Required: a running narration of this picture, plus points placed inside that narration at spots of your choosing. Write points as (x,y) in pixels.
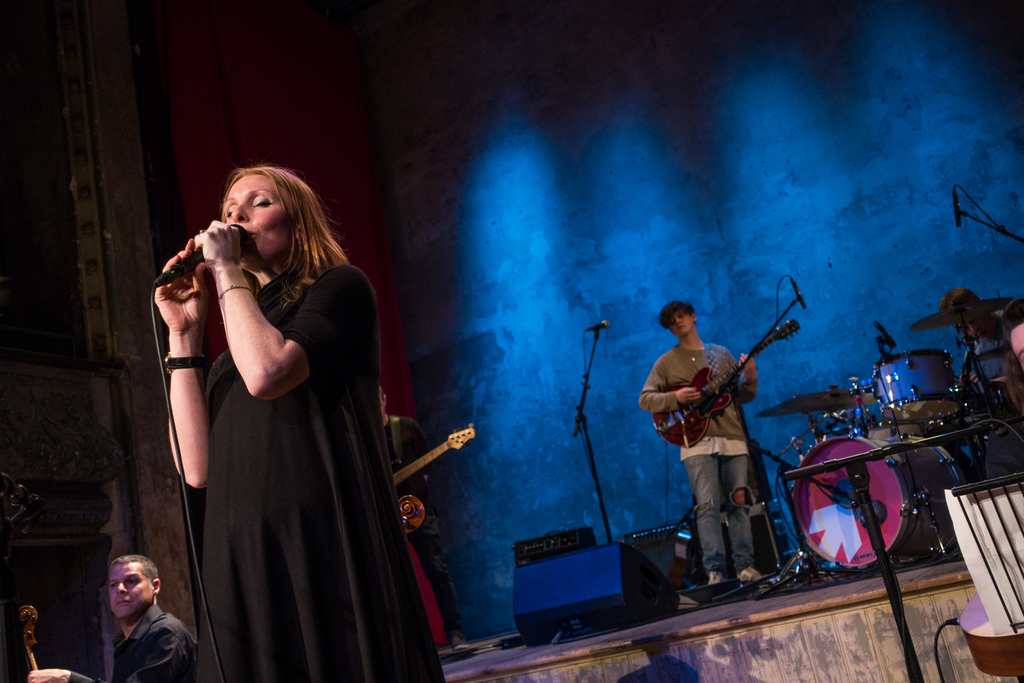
In this image I can see few people (55,676) are standing where a woman (215,279) is holding a mic (189,269) and rest all are holding musical instruments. I can also see a person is sitting next to a drum set (883,498).
